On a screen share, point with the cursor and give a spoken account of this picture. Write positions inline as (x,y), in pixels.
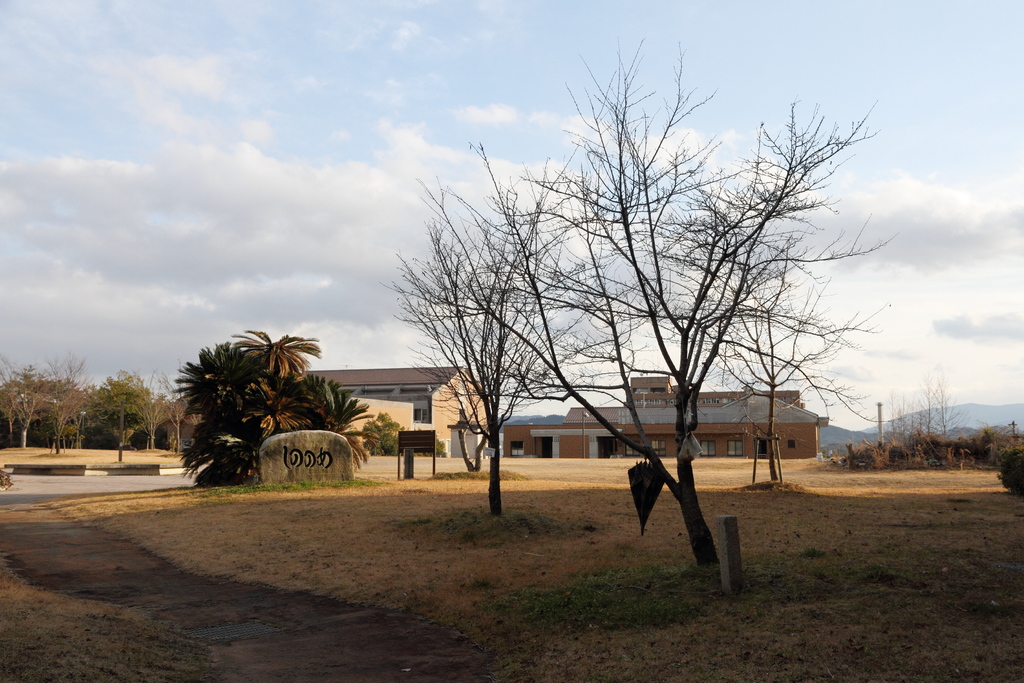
At the bottom of the image (377,599) I can see the grass (438,565). In the middle of the image (435,277) I can see trees (329,422). In the background (100,390), I can see buildings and groups of trees (101,401). There are clouds (203,161) in the sky (160,75).
